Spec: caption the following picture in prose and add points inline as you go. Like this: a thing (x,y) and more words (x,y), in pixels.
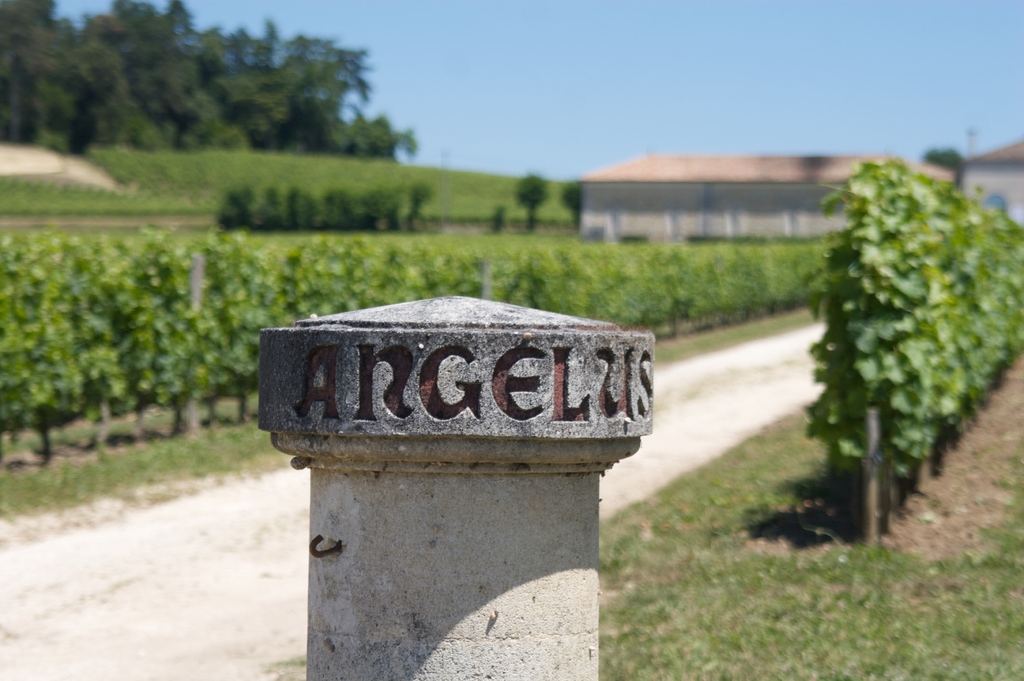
In this image, we can see a pole (433,423) with some text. We can see some plants (896,222). We can see the ground (707,540). We can see some grass (810,577). There are a few trees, houses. We can see the sky (537,152).
